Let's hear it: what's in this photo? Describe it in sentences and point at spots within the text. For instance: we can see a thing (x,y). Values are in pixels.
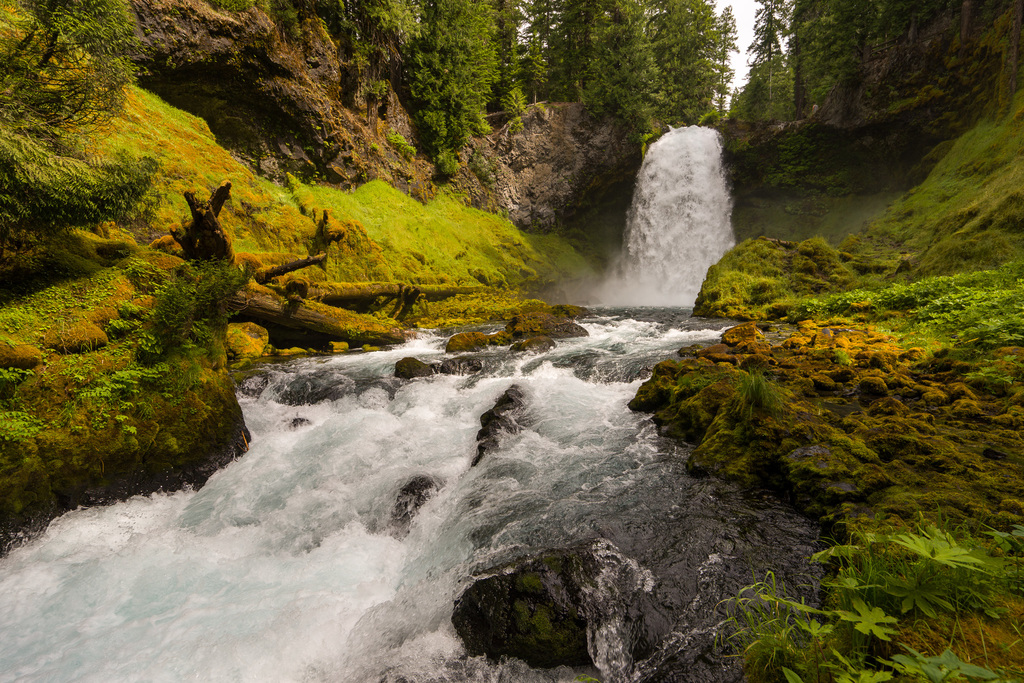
In the center of the image (651,292) we can see a waterfall (657,267) and there are trees (666,91). In the background (741,80) there is sky (744,78). At the bottom (492,619) there are rocks (486,451) and we can see grass (951,591). On the left (316,307) there are logs (415,286).
